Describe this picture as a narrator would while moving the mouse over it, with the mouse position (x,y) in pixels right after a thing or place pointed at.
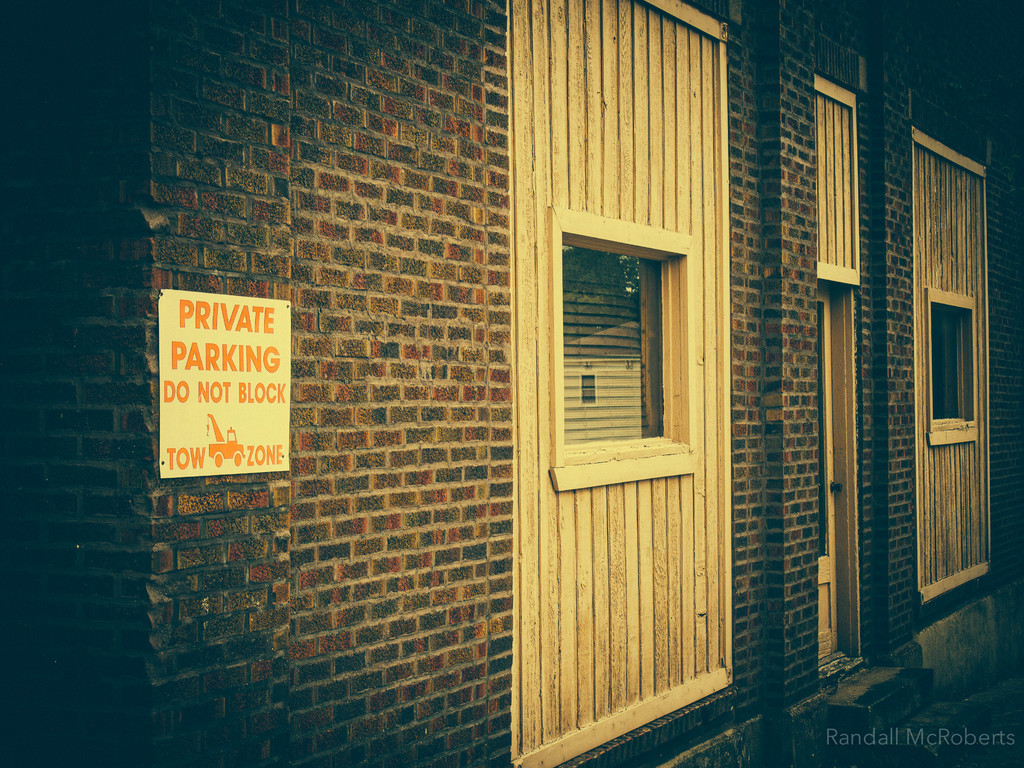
In this image we can see a building (587,360) with windows (582,427), door (850,468) and a board (177,454) pinned to a wall (154,404).
